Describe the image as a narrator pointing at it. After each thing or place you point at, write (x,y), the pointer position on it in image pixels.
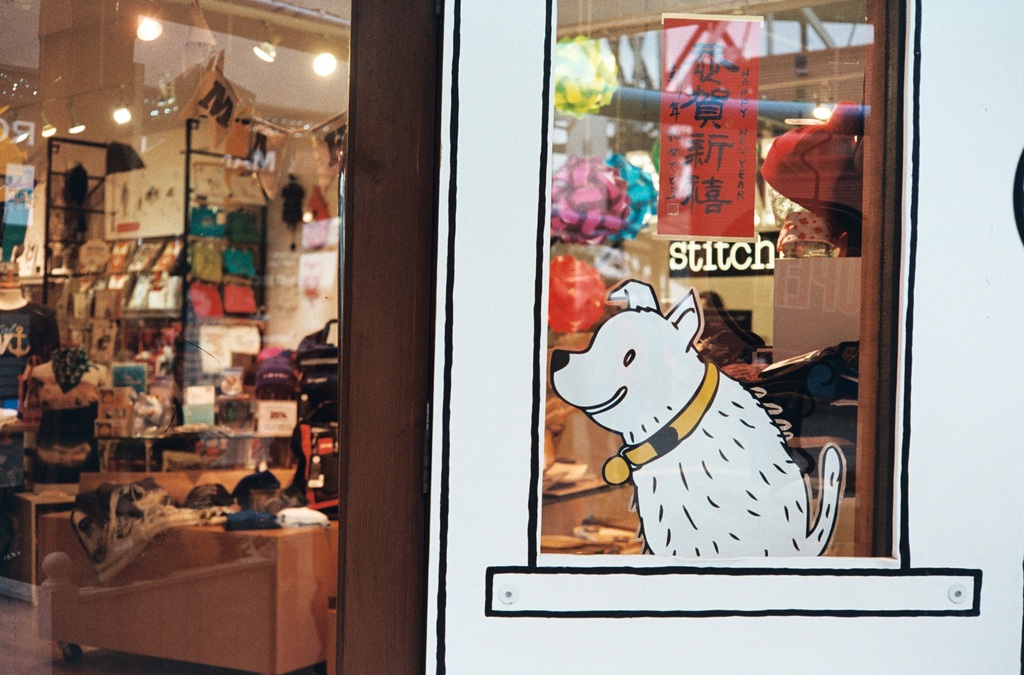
In this image on the right (727,502) there is an art (733,461) of a dog (748,531) and there is a text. On the left (217,371) there are lights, flags (317,156), shelves (211,320), clothes (267,498), decorations (608,228), mannequins (78,445), and some other items (177,327).
